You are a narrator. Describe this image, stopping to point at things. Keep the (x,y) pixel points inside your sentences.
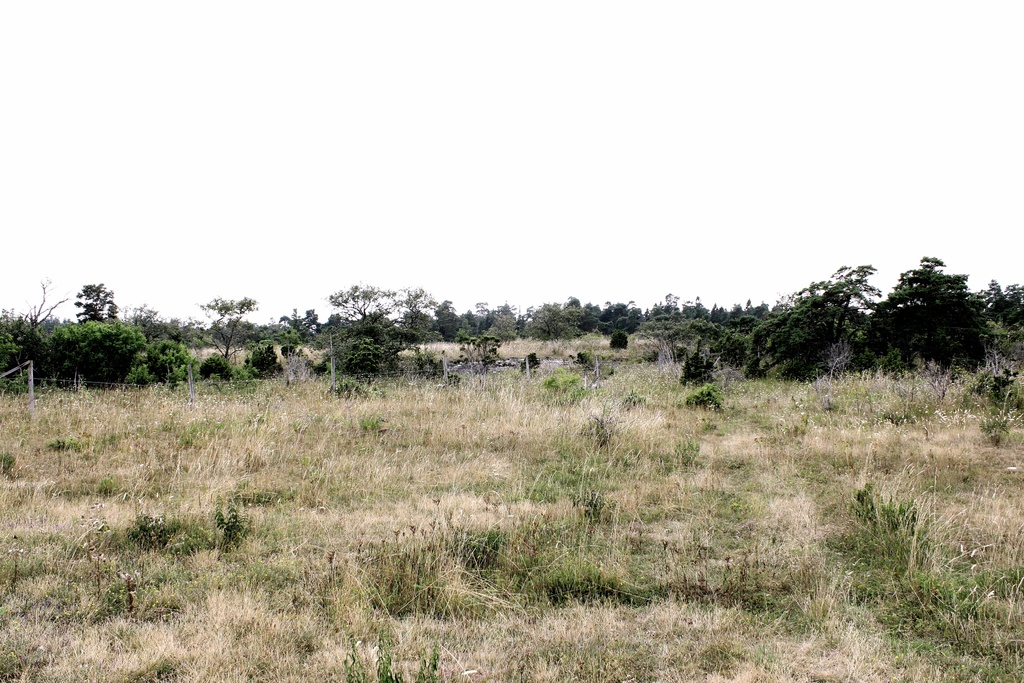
In the picture we can see a surface (516,544) with full of grass plants (547,674) and far away from it we can see plants (53,385) and trees (115,358) and behind it we can see a sky (325,252).
